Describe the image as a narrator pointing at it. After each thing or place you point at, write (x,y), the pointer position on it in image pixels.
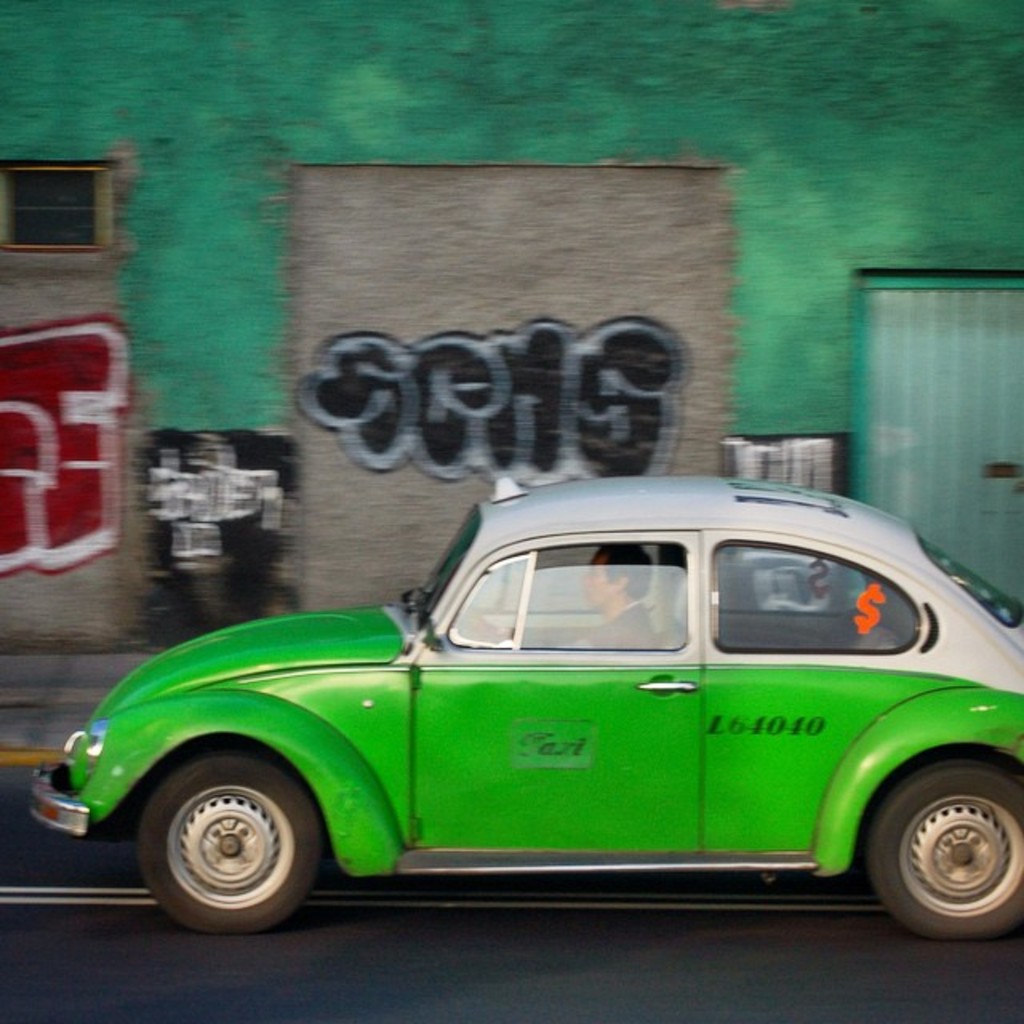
In this image we can see a car (529,777) which is of green color moving on the road (405,907) and there is a person (630,545) sitting in the car (592,485) and at the background of the image (339,147) there is green color wall (483,281).
